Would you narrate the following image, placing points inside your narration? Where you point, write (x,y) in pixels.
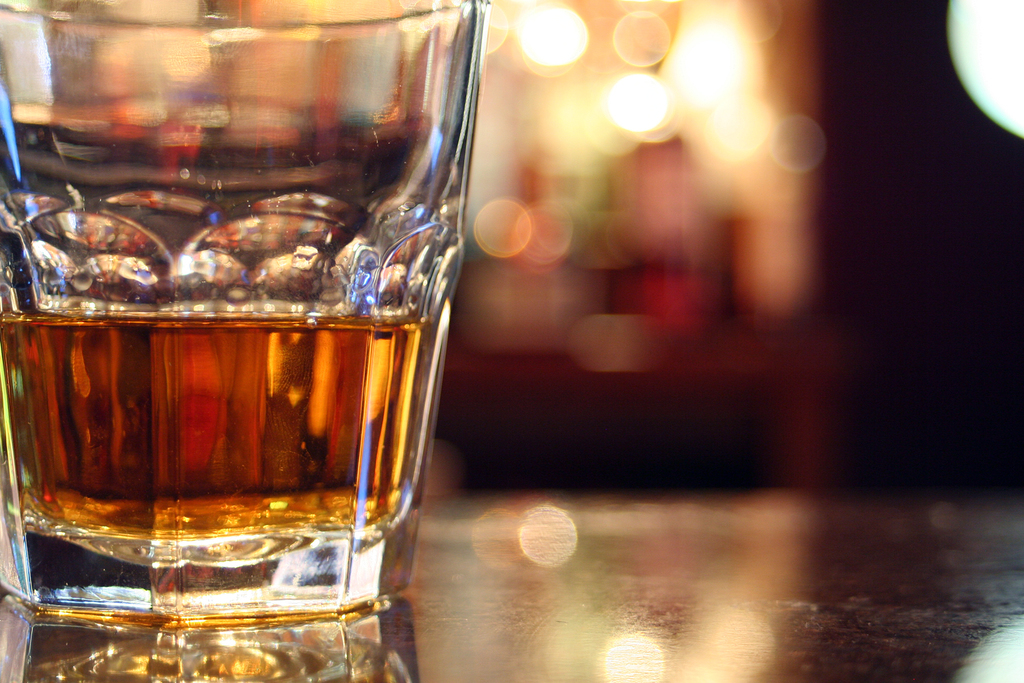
In this picture there is drink (255,333) in the glass (244,270). At the bottom (508,624) it looks like a table (641,572). At the back (593,397) the image is blurry.
